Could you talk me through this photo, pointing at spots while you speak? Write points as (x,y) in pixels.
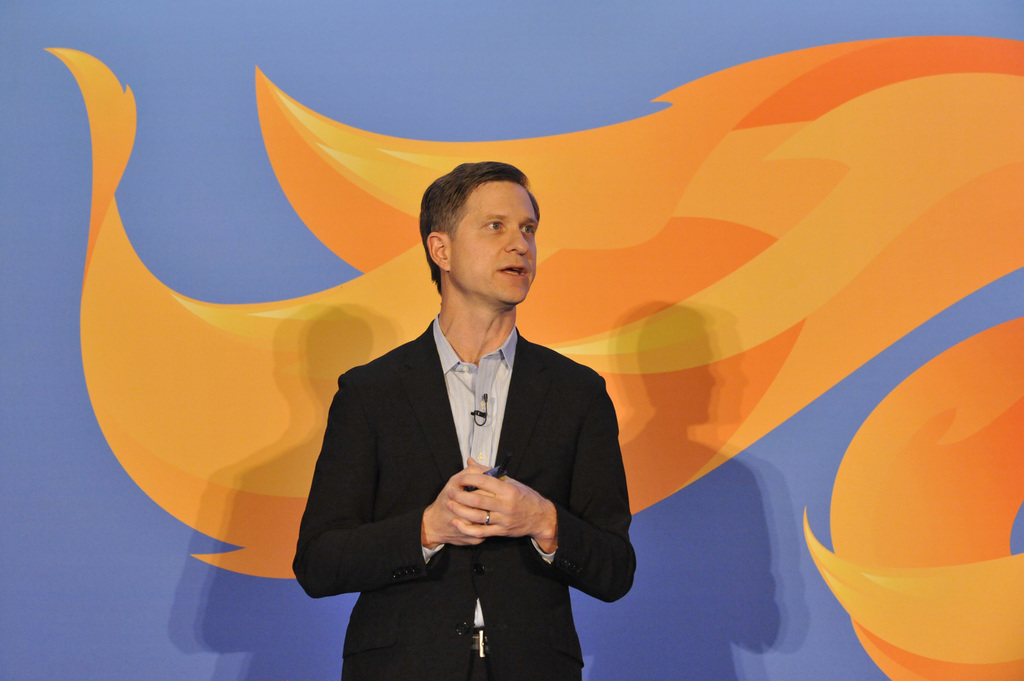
This image is taken indoors. In the background (237,206) there is a wall (143,513) with a painting (741,430) on it. In the middle of the image (504,318) a man (489,425) is standing and talking. He has worn a coat (488,544) and a shirt (470,426).
